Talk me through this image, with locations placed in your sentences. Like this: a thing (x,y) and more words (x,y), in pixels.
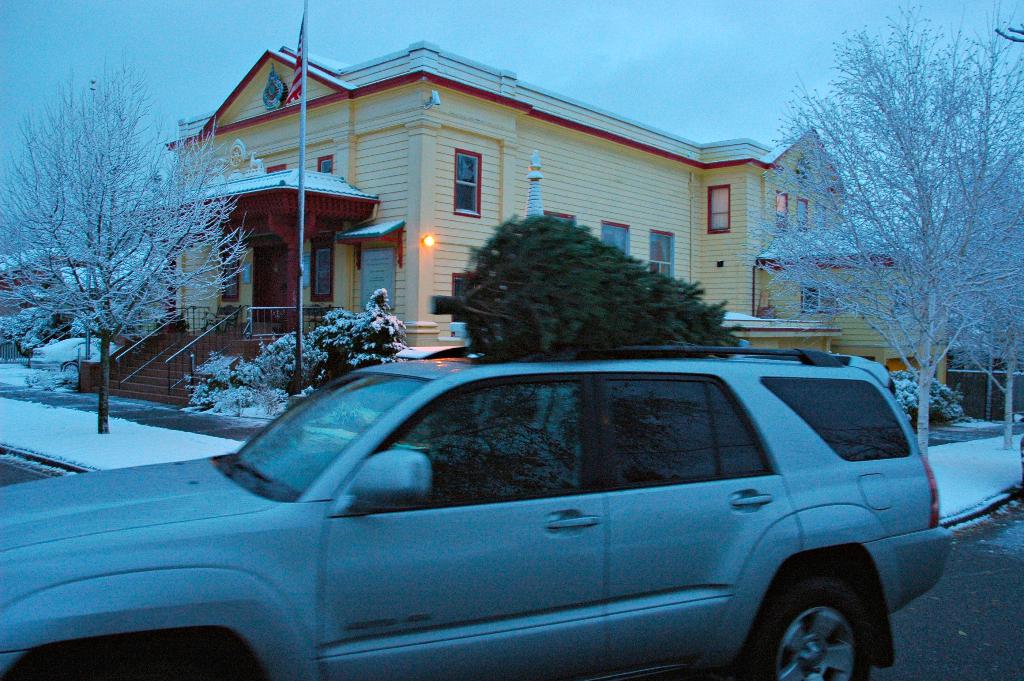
This is the picture of a place where we have a house (895,352), car (146,533), poles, trees (488,319) and some snow (71,452) around.
